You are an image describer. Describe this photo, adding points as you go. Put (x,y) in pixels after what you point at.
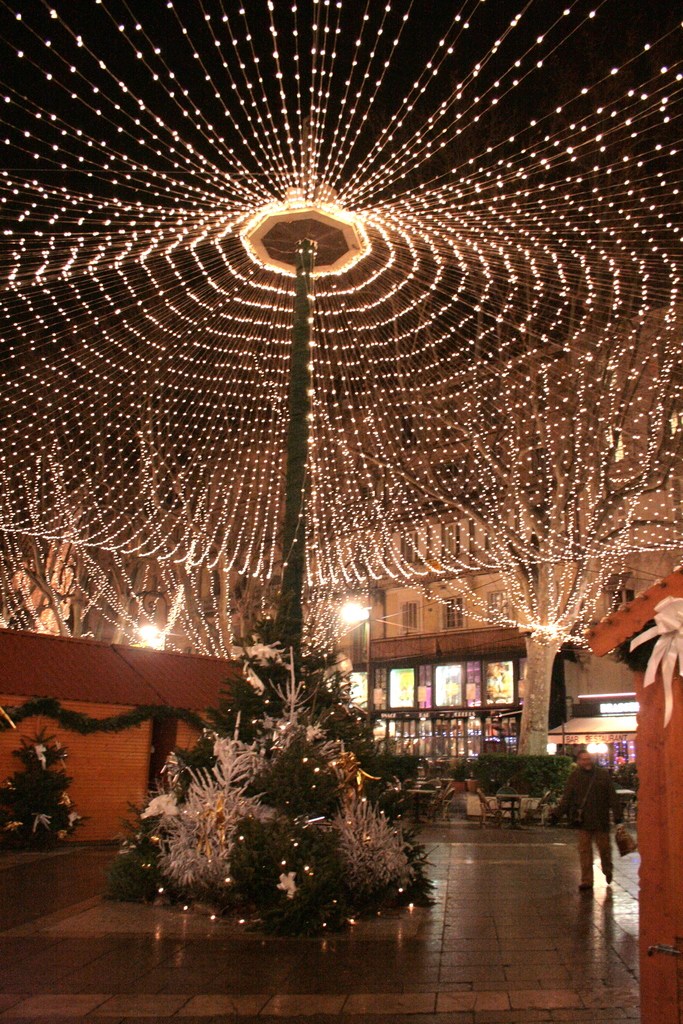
In this image there is a Christmas tree (246,784), along the Christmas tree (275,761) there is a pole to the top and there are a few decorative lights (256,279) at the roof top (353,334), behind the Christmas trees (215,881) there are a few other Christmas trees (36,792) and there are walls (449,641) decorated with lights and there is a person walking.
